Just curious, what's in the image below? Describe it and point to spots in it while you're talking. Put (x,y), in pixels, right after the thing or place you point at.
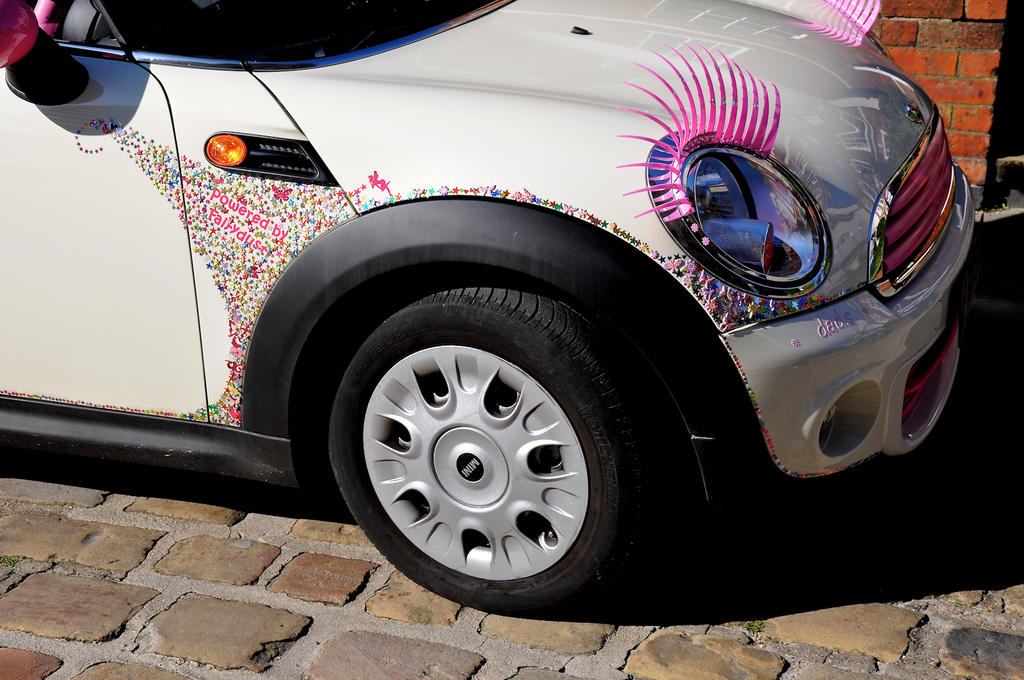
In this image we can see a vehicle (608,228) on the surface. And we can see the wall (953,79).
